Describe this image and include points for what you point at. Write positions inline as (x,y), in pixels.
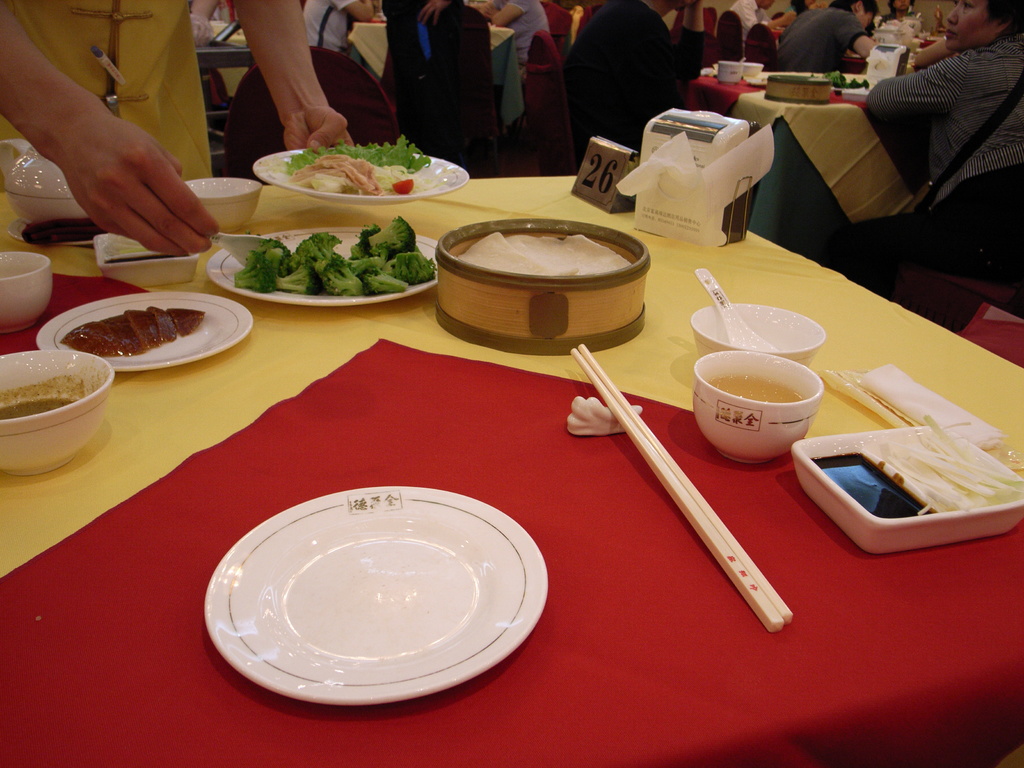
In this image I can see there is a white color plate (437,606) on this table (469,463) and on the right side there is a chopstick (668,470). In the middle (373,272) there are broccoli pieces (395,277) in the plate (385,266). On the left side (142,201) a human (293,8) is mixing these things (305,265). On the right side (692,79) few people (663,45) are sitting around the chairs (546,56).
